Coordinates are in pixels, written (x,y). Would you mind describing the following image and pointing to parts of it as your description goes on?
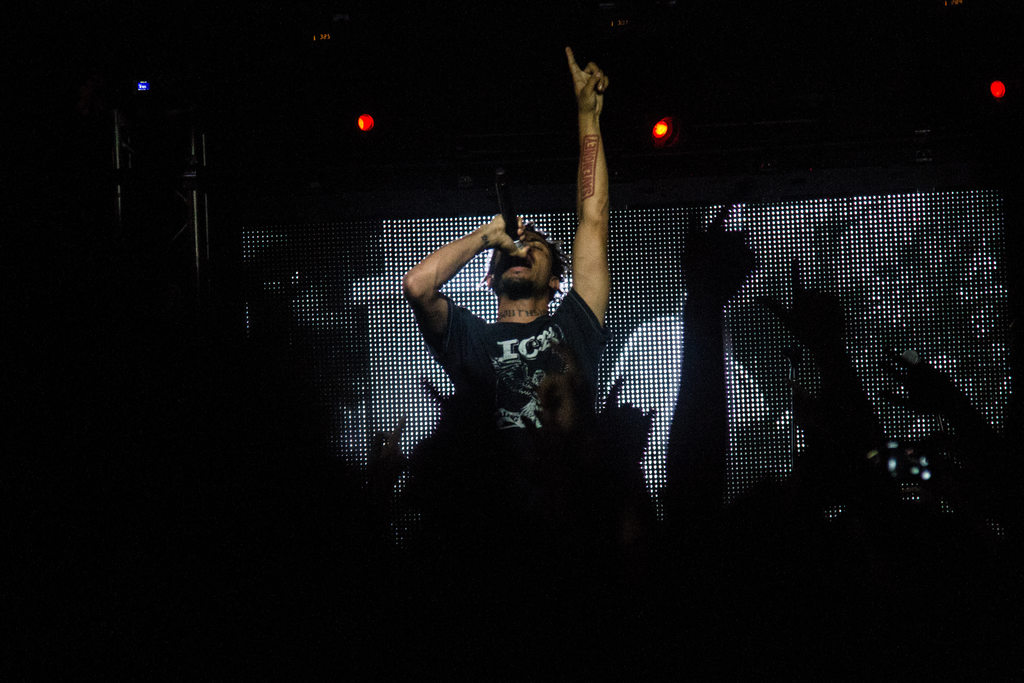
This image consists of a man (447,345) singing. It looks like a concert. In the background (376,310), we can see a screen (291,321). On the left (195,259), there is a stand (197,127). At the top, there are lights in red color.
